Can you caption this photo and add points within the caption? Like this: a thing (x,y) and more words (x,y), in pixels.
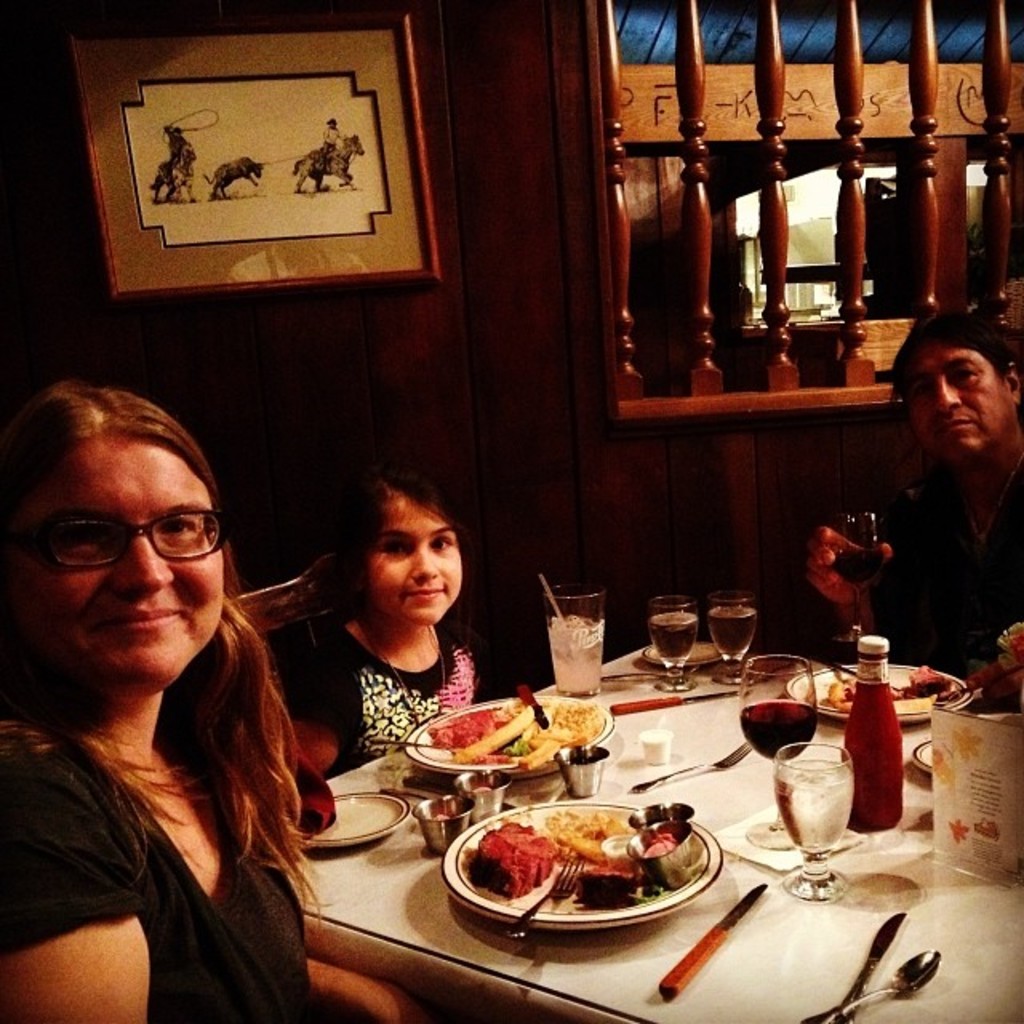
In this image there are three of people (74,843) sitting around the table (782,1002). There are glasses (845,632), plates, knife (891,921), fork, spoon (917,965), tissues (788,855) on the table (785,953). At the back (295,38) there is a frame (208,118) on the wall (552,248), at the back (959,193) there is a wooden railing (718,266).
